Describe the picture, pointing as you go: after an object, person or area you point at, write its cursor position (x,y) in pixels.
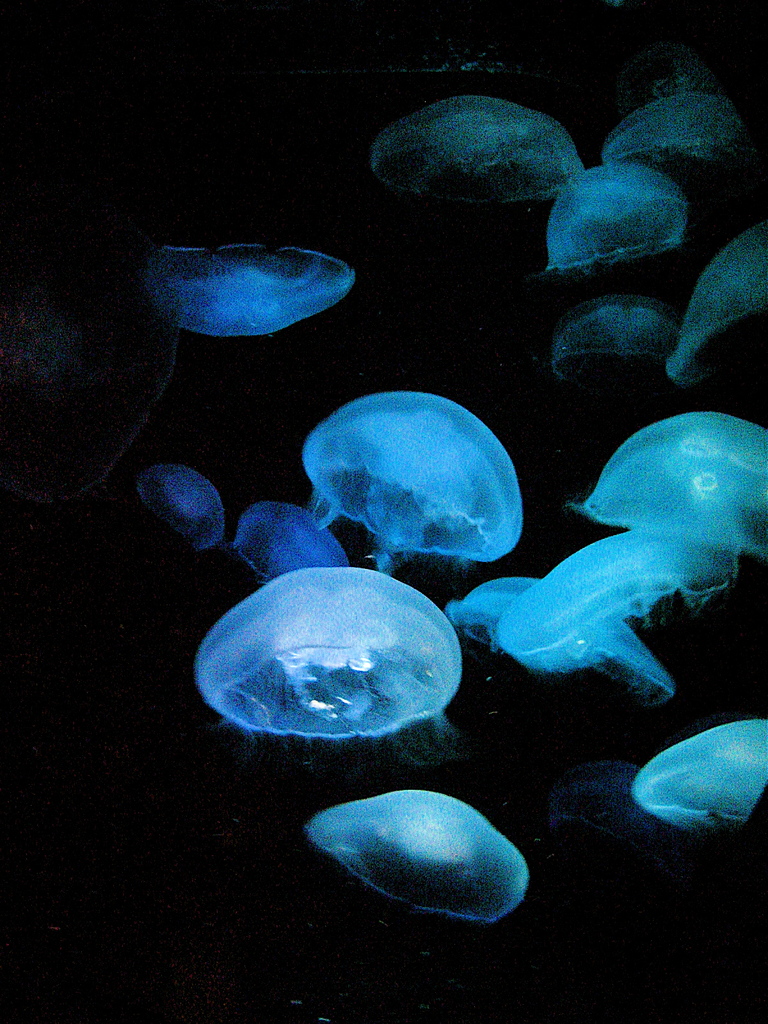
In this image we can group of jellyfish (652,209) in the water (487,222).
